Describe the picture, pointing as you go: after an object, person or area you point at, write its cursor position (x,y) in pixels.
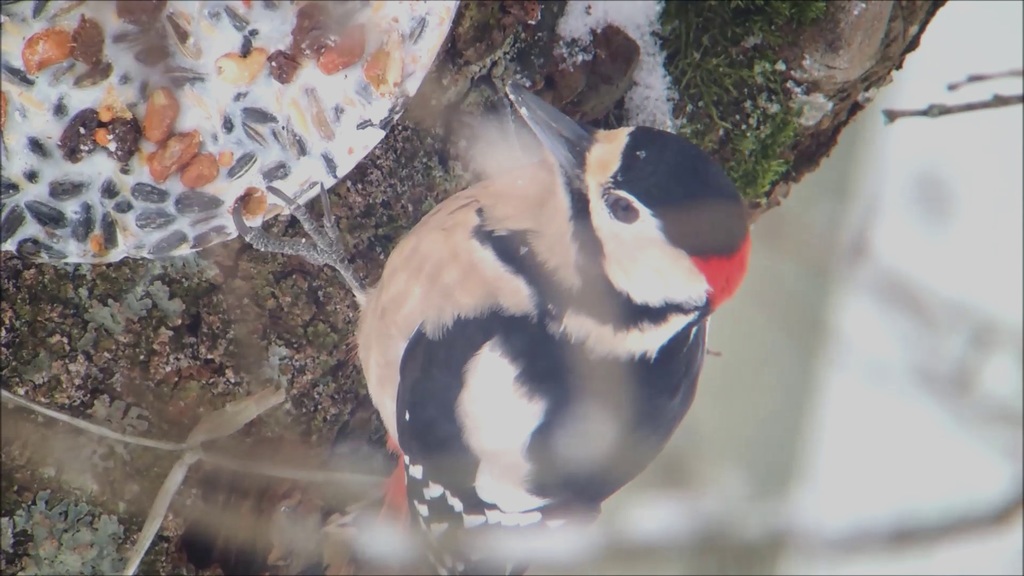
In this image we can see a bird (485,348) which is in multi color is on the tree (367,187).
